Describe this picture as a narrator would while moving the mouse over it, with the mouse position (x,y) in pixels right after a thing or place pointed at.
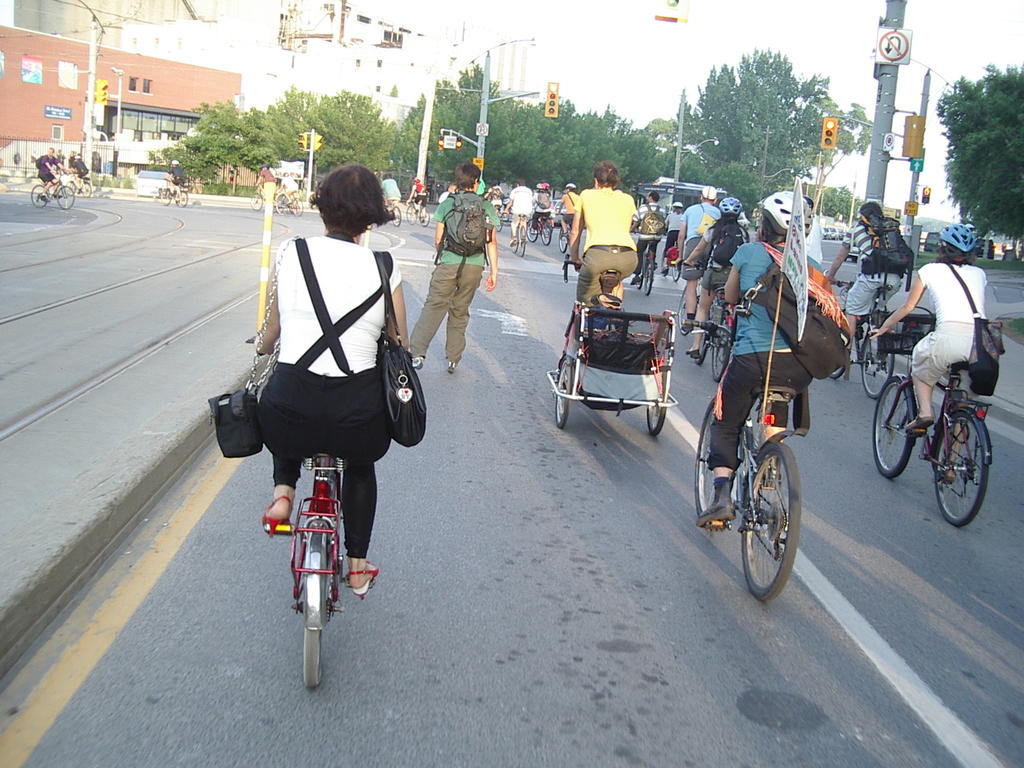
In this image we can see these people (358,535) are riding their bicycles (324,517) on the road (384,531). Here we can see this person (451,294) is walking on the road (536,340). In the background (906,124), we can see caution boards (890,52) and traffic signals (912,151) to the pole (881,104). Here we can see trees (332,132) and buildings (284,91).
